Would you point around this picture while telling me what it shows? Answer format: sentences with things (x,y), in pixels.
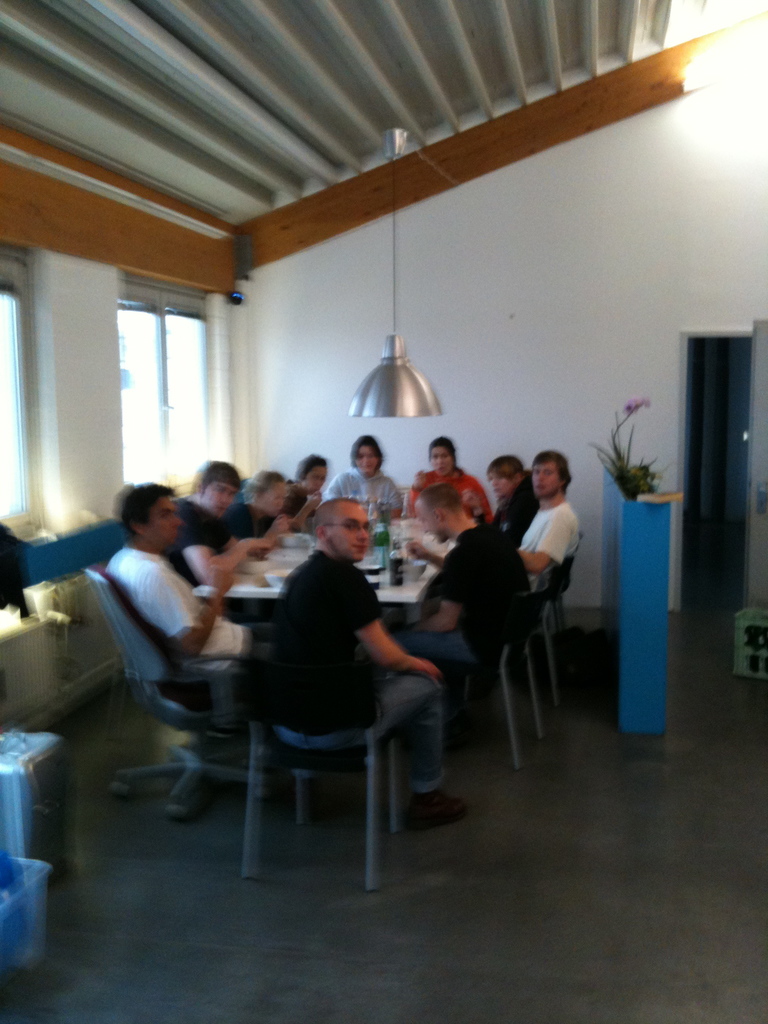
This is an image where few people (312,569) are sitting on the chairs (293,753) around the table (279,555). This is a lamp (378,412) hangs through the ceiling (508,79).
